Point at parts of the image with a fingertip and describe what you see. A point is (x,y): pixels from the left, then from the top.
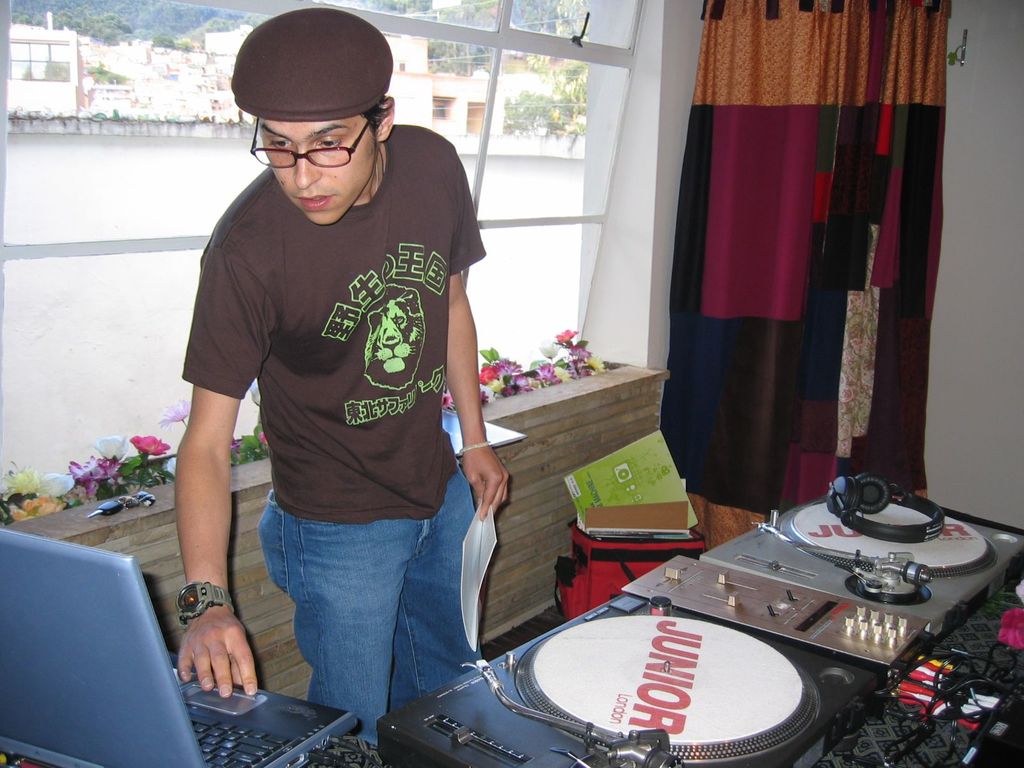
In the image we can see a man (379,371) standing, wearing clothes (378,436), spectacles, cap (302,111), a wrist watch (200,600) and the man (383,564) is holding a paper (472,566) in his hand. Here we can see the laptop (188,709), electronic devices (788,669) and headsets (904,497). Here we can see glass windows (206,66) and out of the window (418,46) we can see trees (98,25), buildings (124,67) and the wall (141,230). Here we can see the flower (72,472) and the curtains (795,242).
